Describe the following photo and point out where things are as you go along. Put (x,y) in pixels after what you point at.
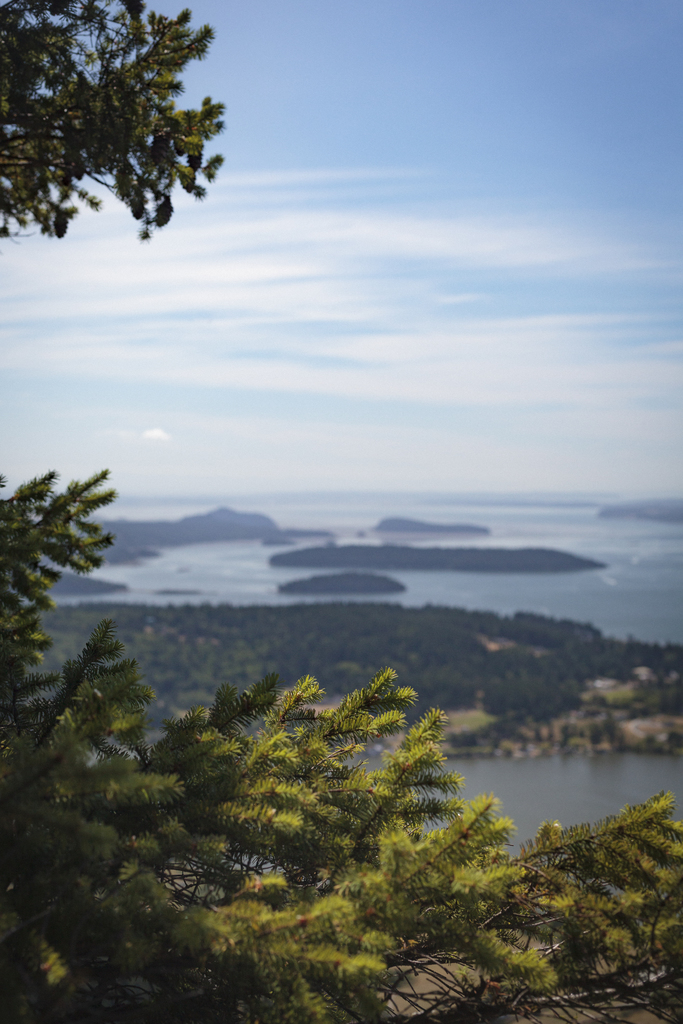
In this picture we can see trees (229,701) and water (500,576) and in the background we can see sky (250,48) with clouds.
